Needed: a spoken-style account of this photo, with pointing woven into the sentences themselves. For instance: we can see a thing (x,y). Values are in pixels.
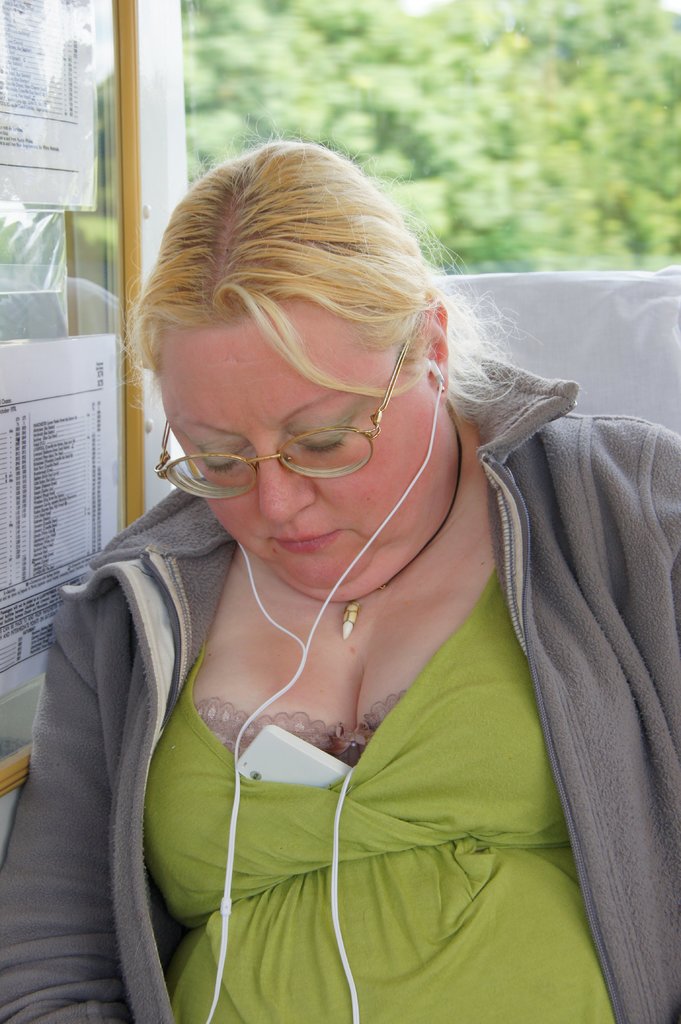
In the given image i can see a lady (354,584) wearing spectacles (303,436) and behind her i can see a glass door (78,150) with some text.
